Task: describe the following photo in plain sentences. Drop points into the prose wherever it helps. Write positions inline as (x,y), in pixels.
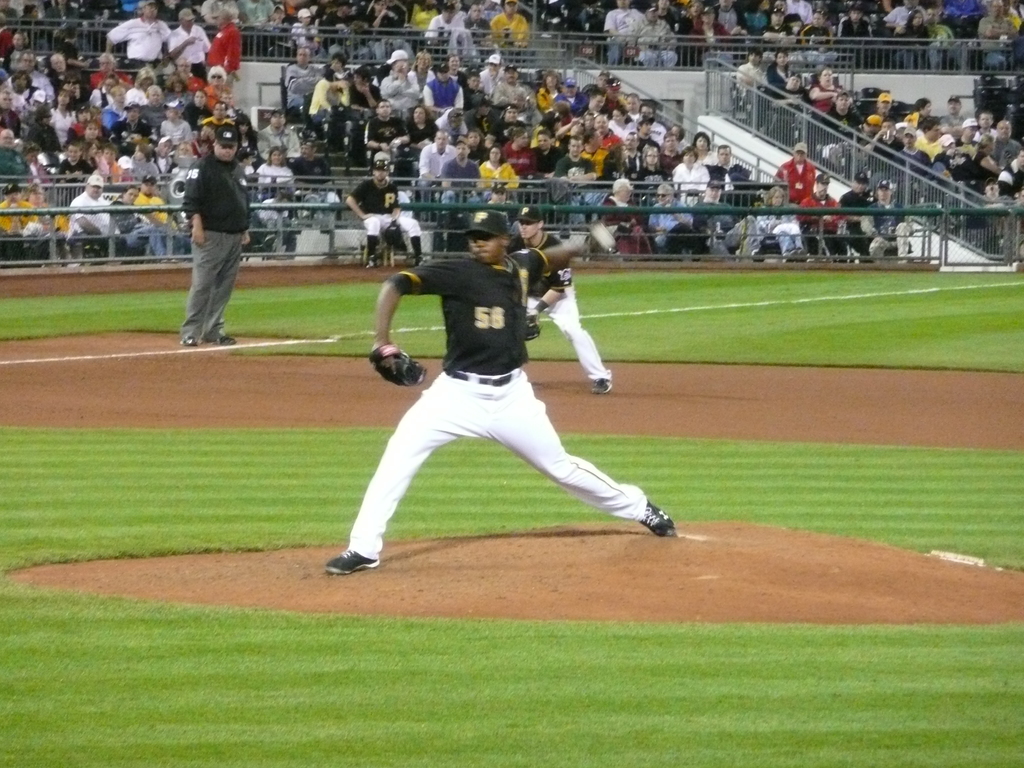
In the foreground (542,312) I can see two persons (556,314) are playing a baseball on the ground (388,542) and a person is standing. In the background (331,148) I can see a fence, staircase (917,241) and a crowd (257,130) in the stadium (353,155). This image is taken during a day on the ground (485,615).
